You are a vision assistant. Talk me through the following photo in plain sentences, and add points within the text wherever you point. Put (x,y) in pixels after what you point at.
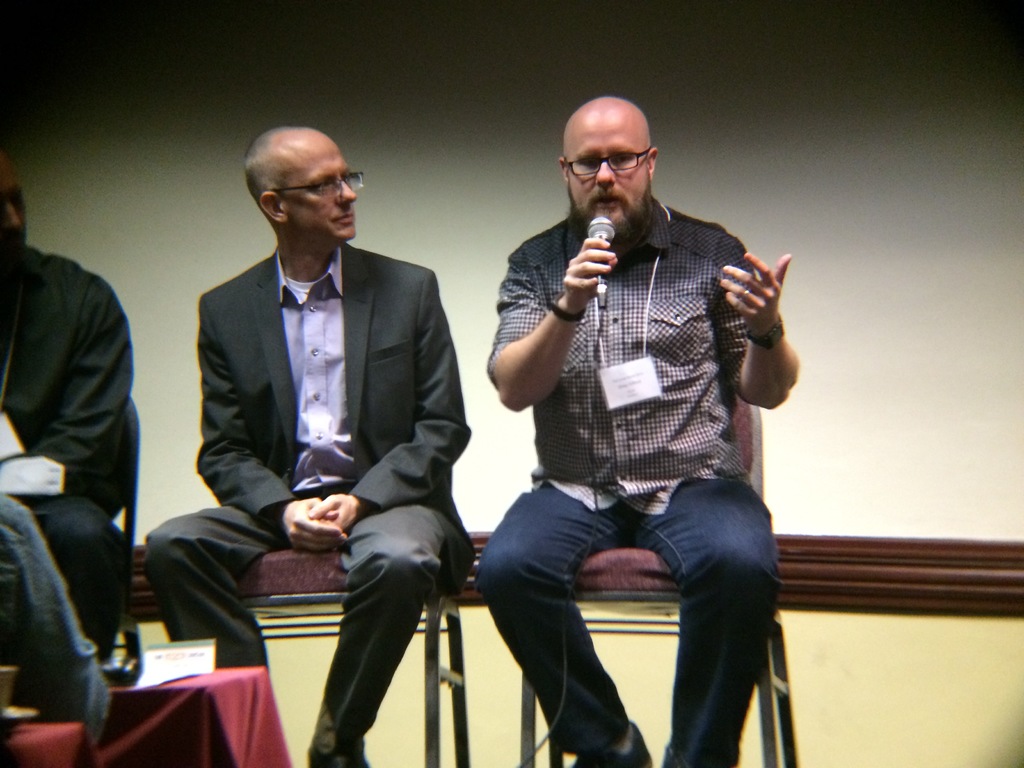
In this image we can see a man (575,309) wearing the glasses (619,167) and also the card (641,367) and holding the mike (608,230) and sitting on the chair (609,558). We can also see the people (335,493) sitting. We can see the table (177,682) which is covered with the cloth (158,694) and on the table (201,693) we can see the card (164,669). In the background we can see the wall (991,683).
